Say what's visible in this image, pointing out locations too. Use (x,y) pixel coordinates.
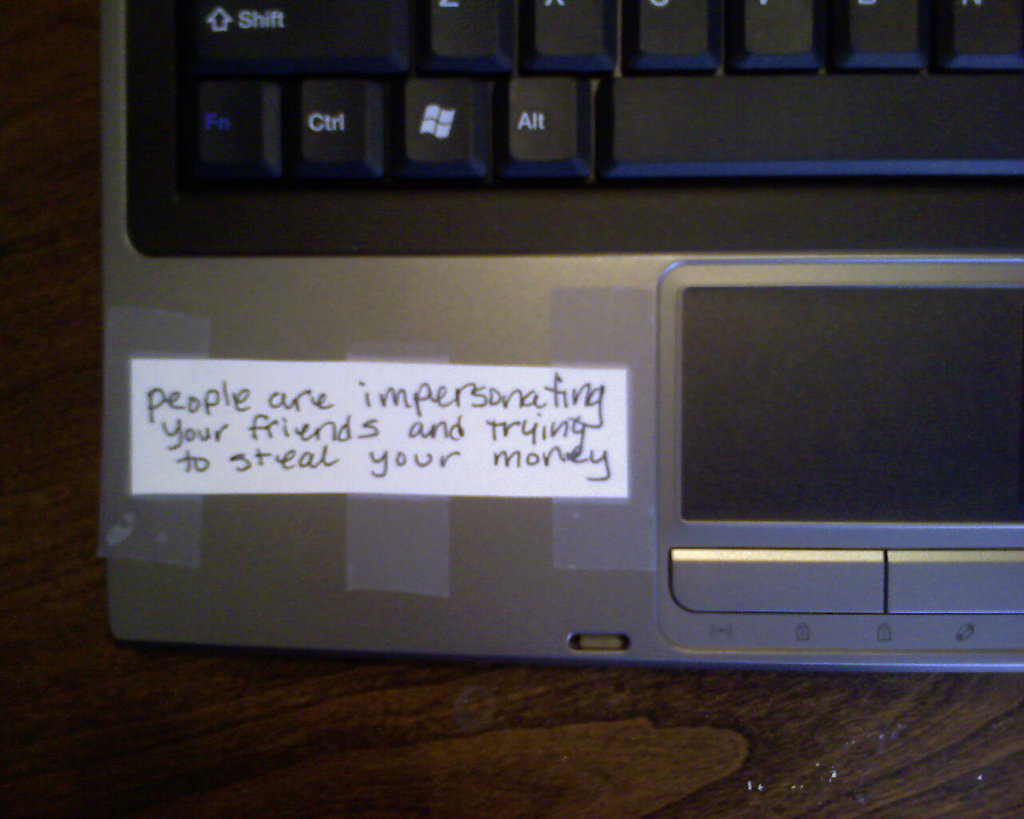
Here we can see a laptop (882,419) on a platform (82,399) which is truncated and this is a paper (443,397) with text (478,397) written on it.
